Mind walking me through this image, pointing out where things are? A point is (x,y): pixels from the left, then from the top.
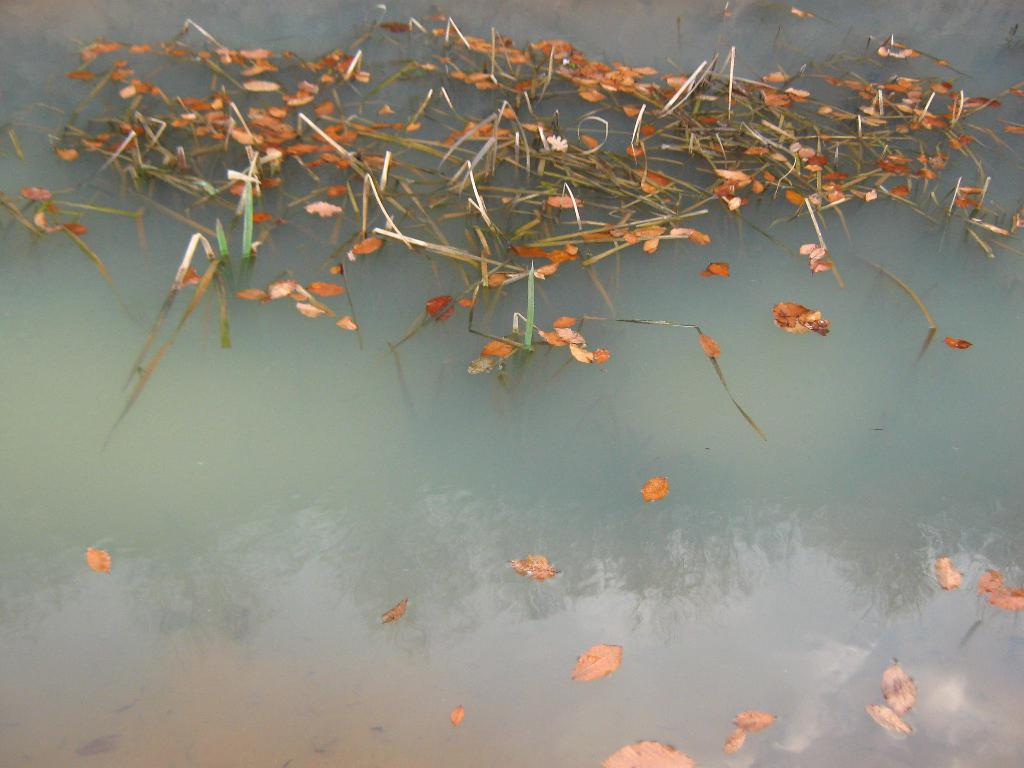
In this image there are dry leaves (341,165) floating on the water (595,464).
